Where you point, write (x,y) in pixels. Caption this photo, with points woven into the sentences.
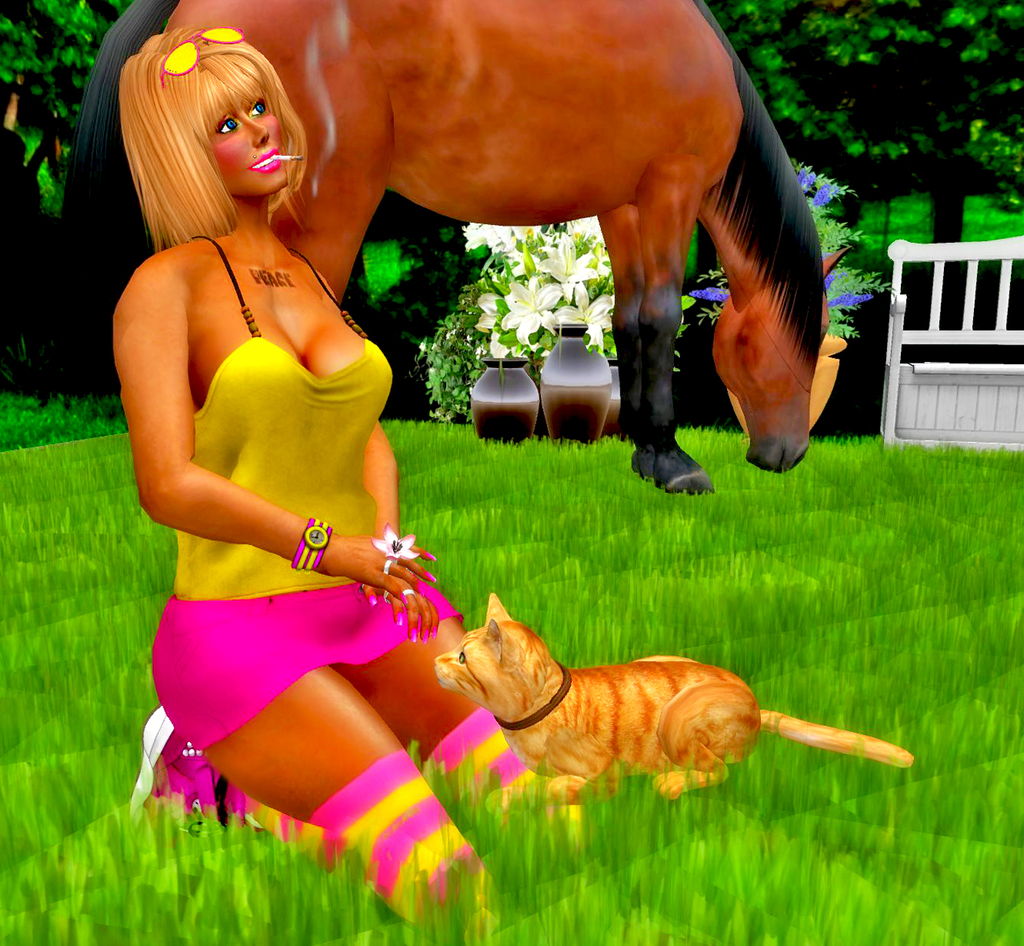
This is an animated picture. I can see a woman (233,31), there is a cat (513,684) and a horse (537,142), there are plants (482,303), flowers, there is a bench (928,255), and in the background (860,27) there are trees (42,62).
